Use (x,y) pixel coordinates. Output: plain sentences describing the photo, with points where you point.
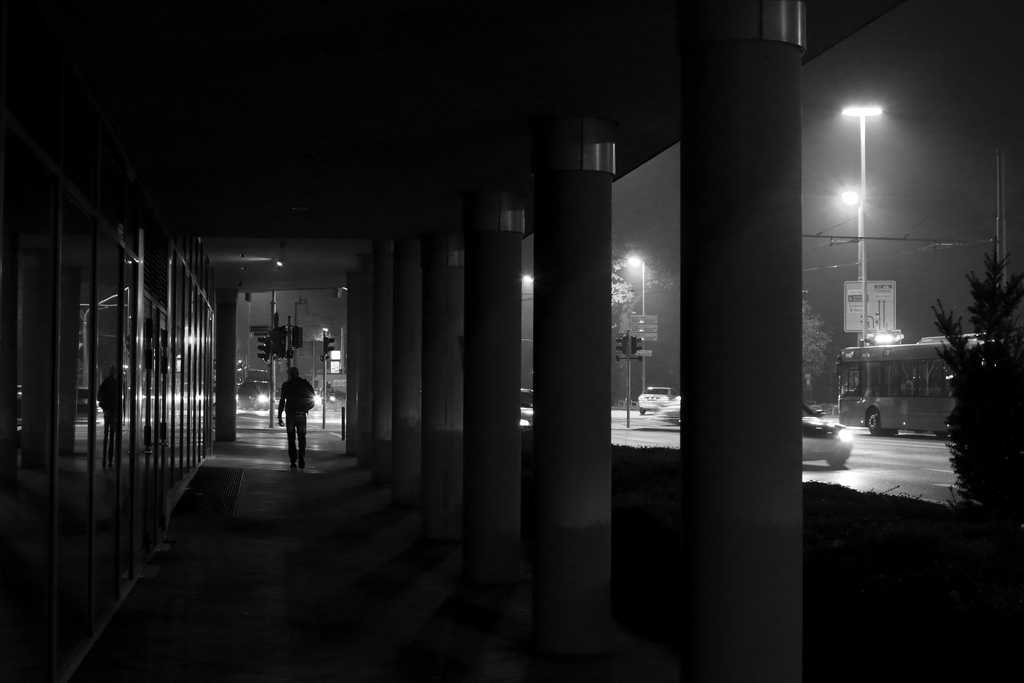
This is a black and white image. In this image we can see a building (434,381) with pillars (391,381) and glass walls (55,415). Also we can see a person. And there are vehicles (268,396). And there are traffic signals (294,333) with poles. Also there are light poles (861,257) and trees (969,420).
